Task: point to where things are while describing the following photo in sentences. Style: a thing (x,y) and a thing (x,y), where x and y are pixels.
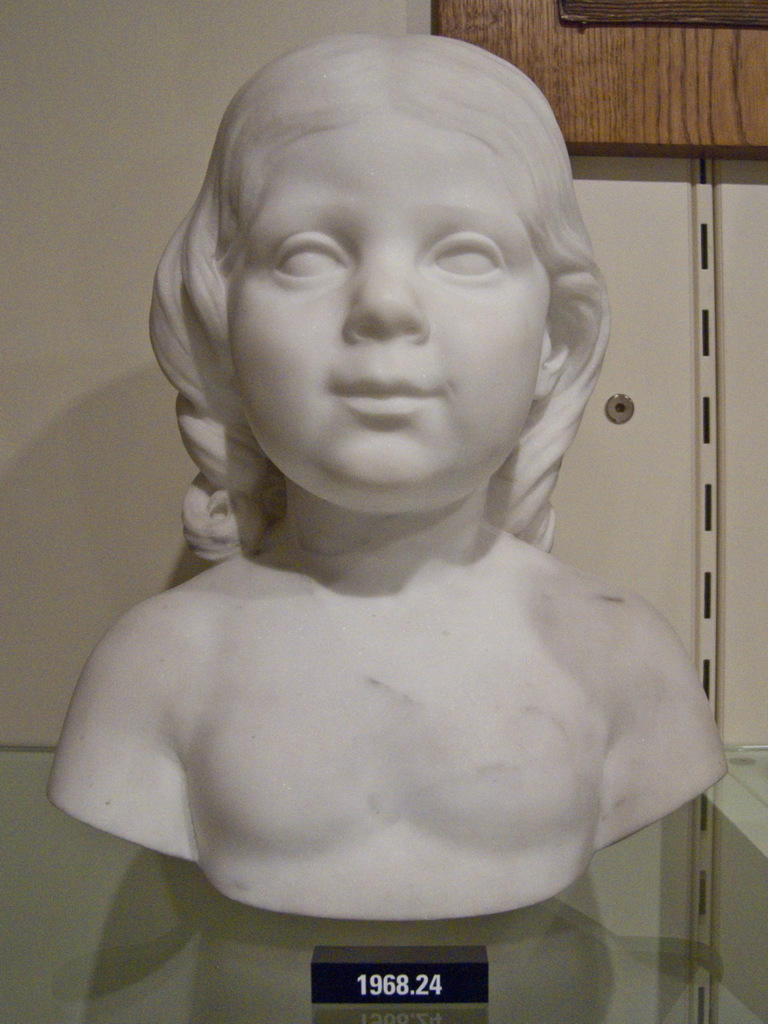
In this picture we can see a sculpture (429,524) in the front (404,469), at the bottom (239,993) there is glass (161,988), we can see a wall (99,263) in the background (55,218).
